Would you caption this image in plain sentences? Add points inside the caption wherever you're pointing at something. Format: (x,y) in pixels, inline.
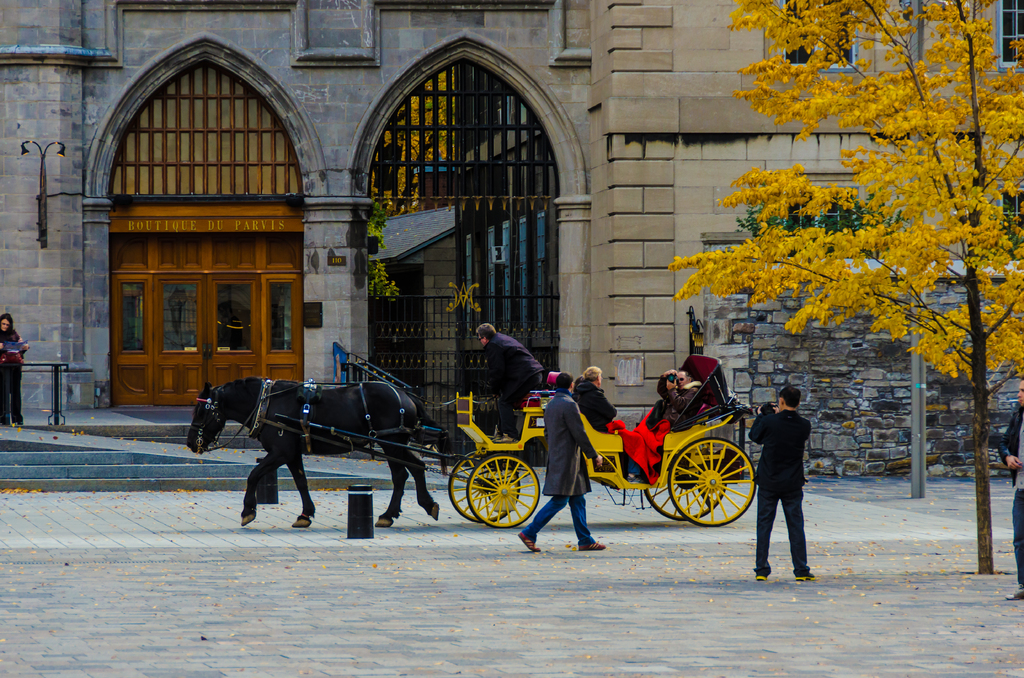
In this image there are a few people (508,426) on the chariot (471,438), the chariot (518,458) is passing in front of a building (222,298), beside the chariot (529,408) there is a person (556,451) walking and another person (771,437) holding a camera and clicking a picture, beside that person (785,425) there is a tree (951,332) and a lamp post (917,409), in front of the building (40,316) there is a woman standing in front of the stairs (126,478).
